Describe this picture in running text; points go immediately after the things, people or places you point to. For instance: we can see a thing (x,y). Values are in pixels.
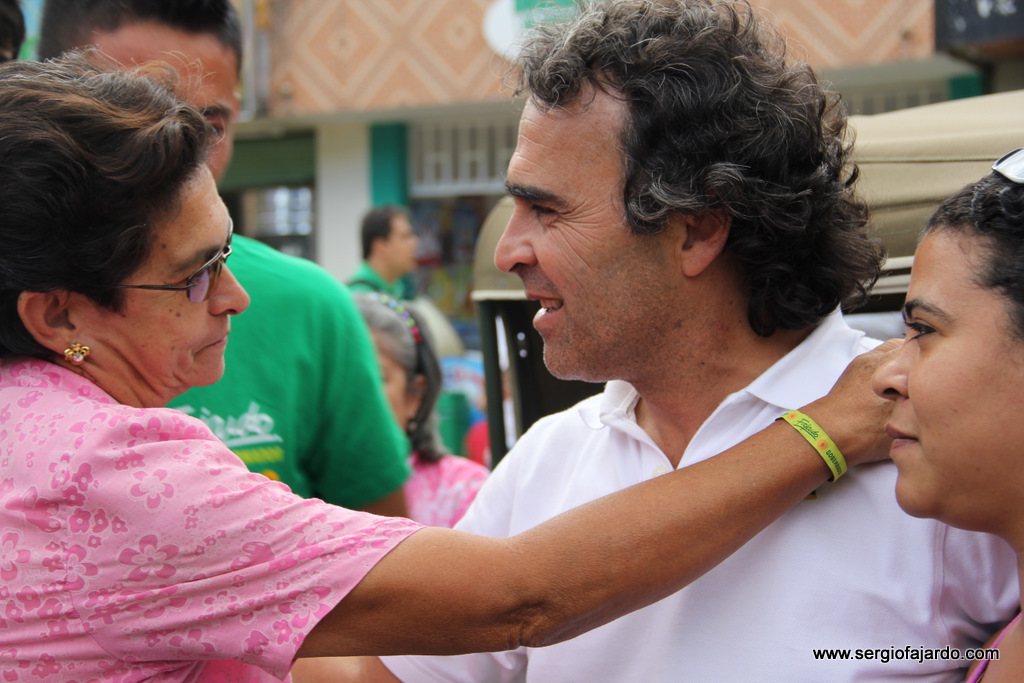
In this image there are people (581,482) standing, in the background (476,323) there is a vehicle (919,152) and a building (499,57) in the bottom right (941,649) there is text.
